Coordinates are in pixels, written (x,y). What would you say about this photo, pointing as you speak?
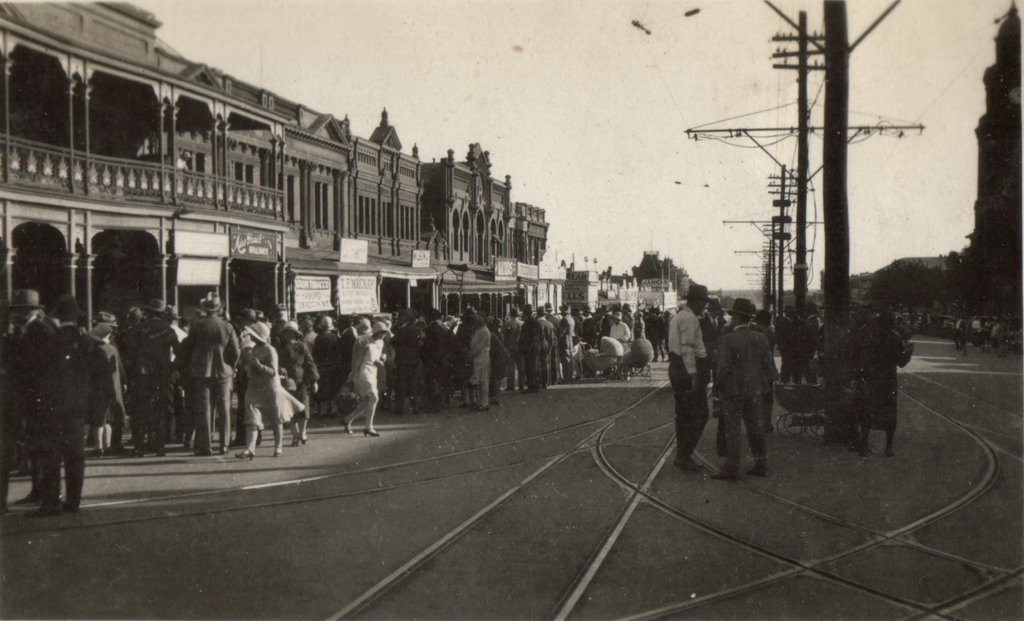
It is an old black and white picture, there is a crowd (54,392) standing around the road (616,396) and on the left side (64,258) there are some buildings (347,164) and on the right side (844,361) there are current poles (778,232) in between the road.
